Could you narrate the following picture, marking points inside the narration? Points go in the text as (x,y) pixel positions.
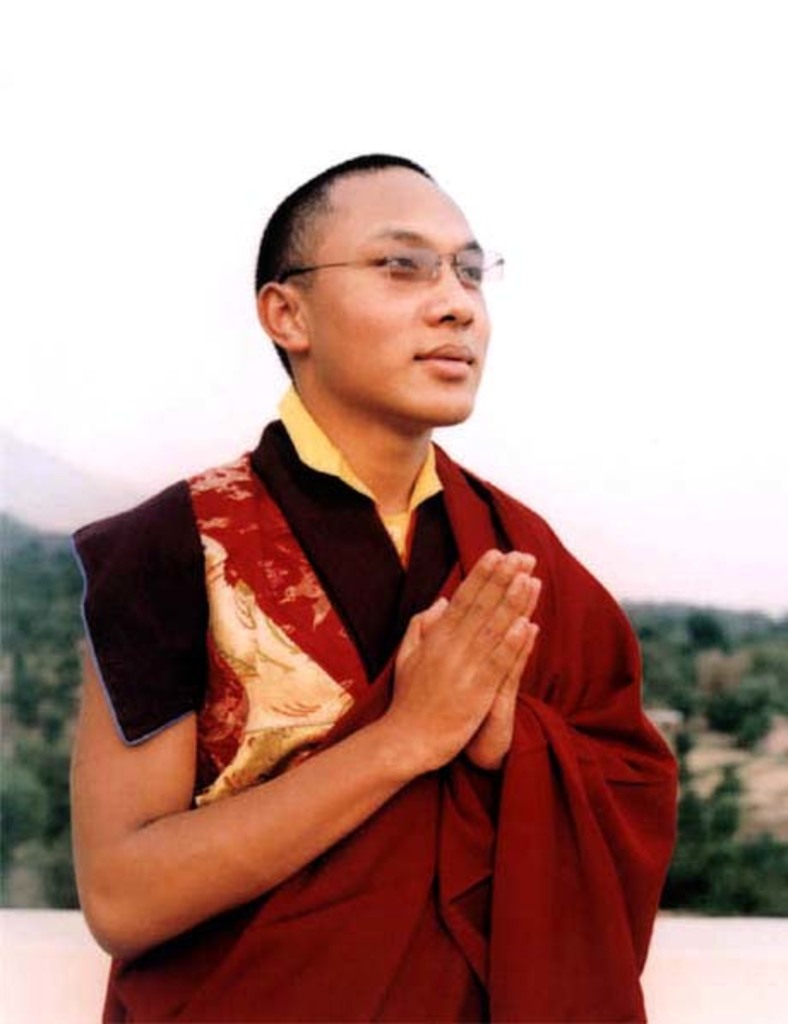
In the center of the image (384,476) a man (353,345) is standing and wearing spectacles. In the background of the image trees (38,623) are there. At the top of the image (587,193) sky (479,141) is there.
